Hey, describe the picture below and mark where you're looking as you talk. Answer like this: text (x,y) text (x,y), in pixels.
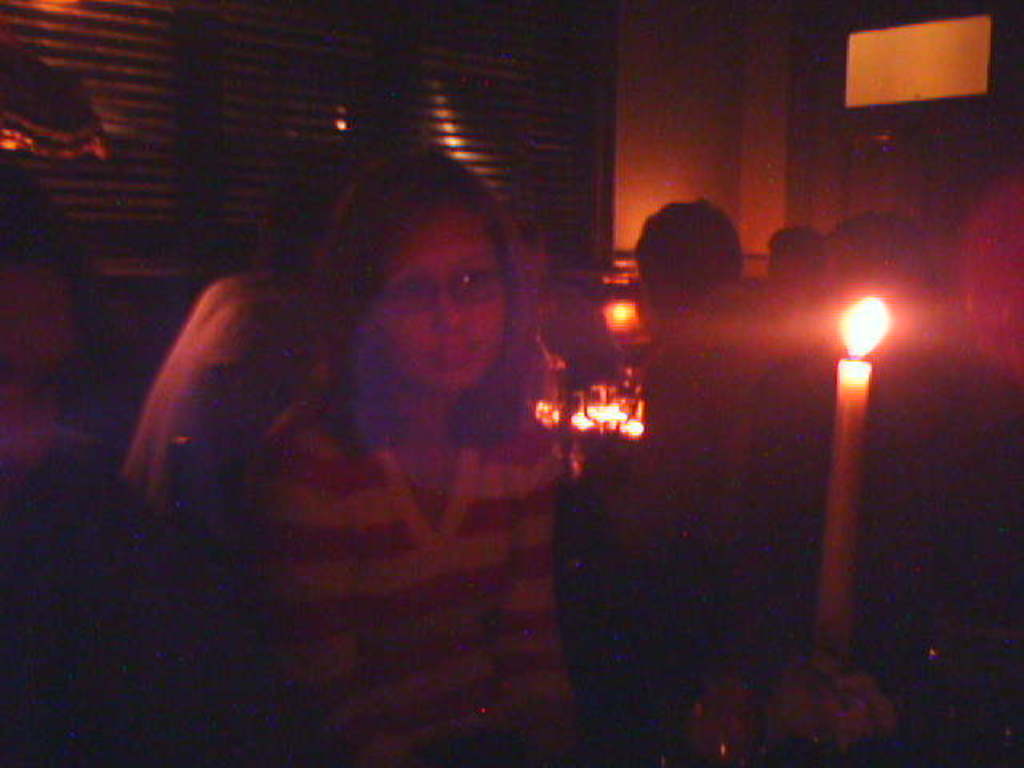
In the center of the image (405,502) we can see one person (524,663) sitting and she is wearing glasses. In front of her, we can see one candle (843,511). In the background (747,220) there is a wall (671,78), window blinds (588,97), lights (941,33), few people (722,370) are sitting and a few other objects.
